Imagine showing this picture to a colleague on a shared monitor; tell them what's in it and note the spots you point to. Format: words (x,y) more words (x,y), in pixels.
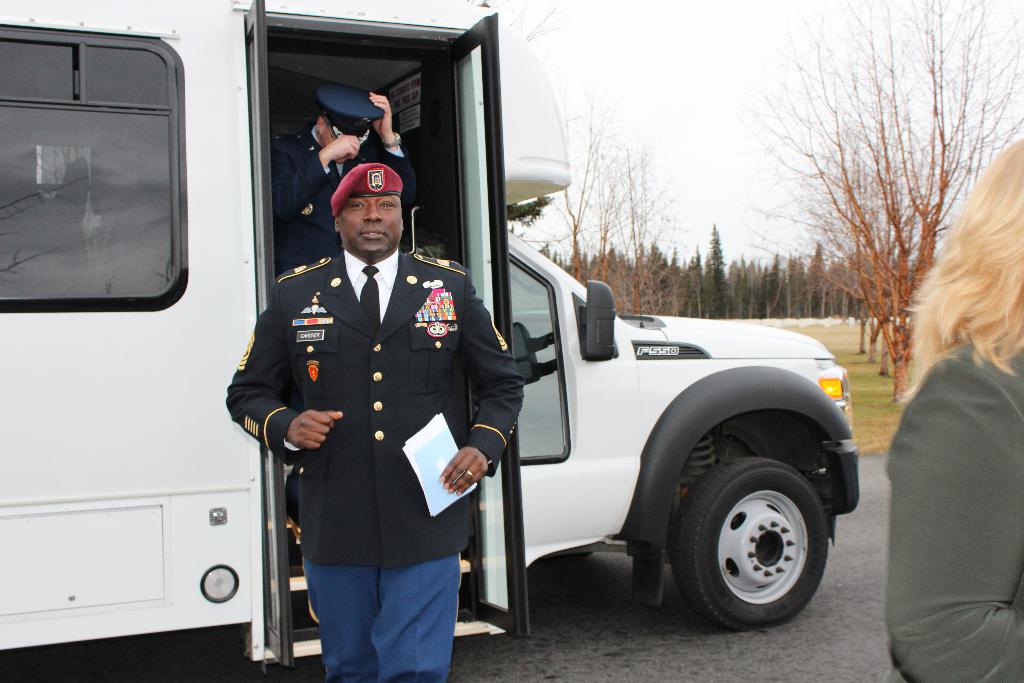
In this picture we can see a vehicle (576,325) on the road (492,644), grass (878,369), trees (807,297) and three people (972,336) where a man (335,470) holding a paper (426,443) with his hand (470,459) and in the background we can see the sky (629,84).
